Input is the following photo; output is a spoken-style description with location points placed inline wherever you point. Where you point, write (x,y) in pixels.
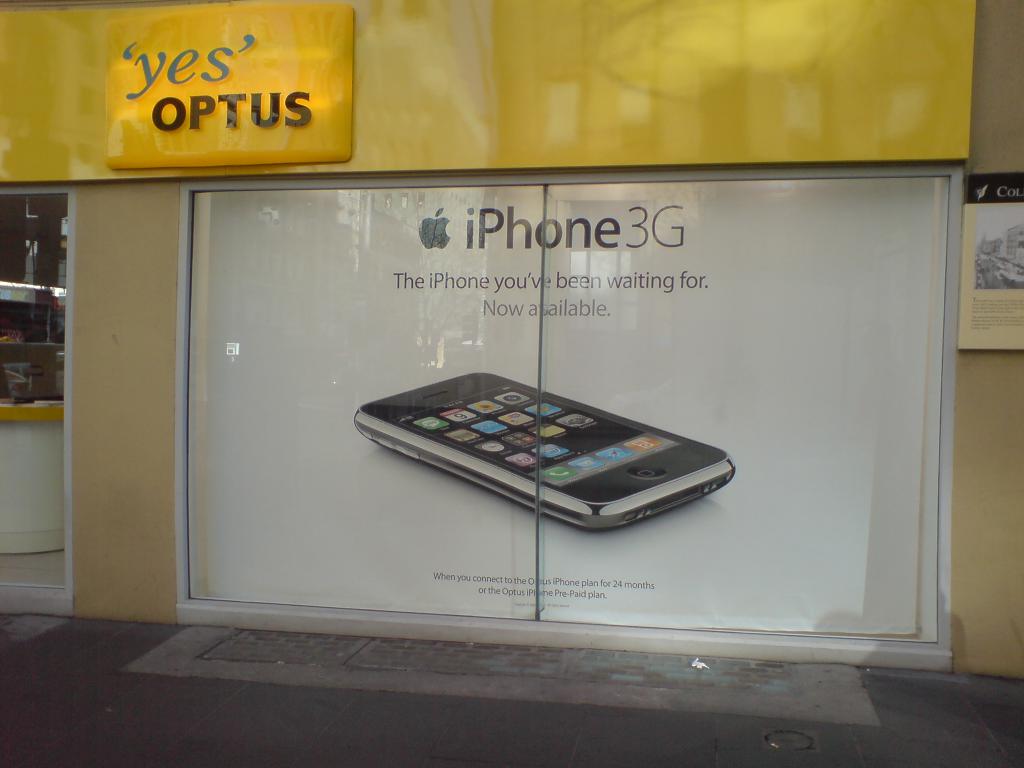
In this picture we can observe an iPhone (484,403) on the white color background (307,306). We can observe some text (495,277) on the door (457,363). We can observe yellow color board (583,126).
